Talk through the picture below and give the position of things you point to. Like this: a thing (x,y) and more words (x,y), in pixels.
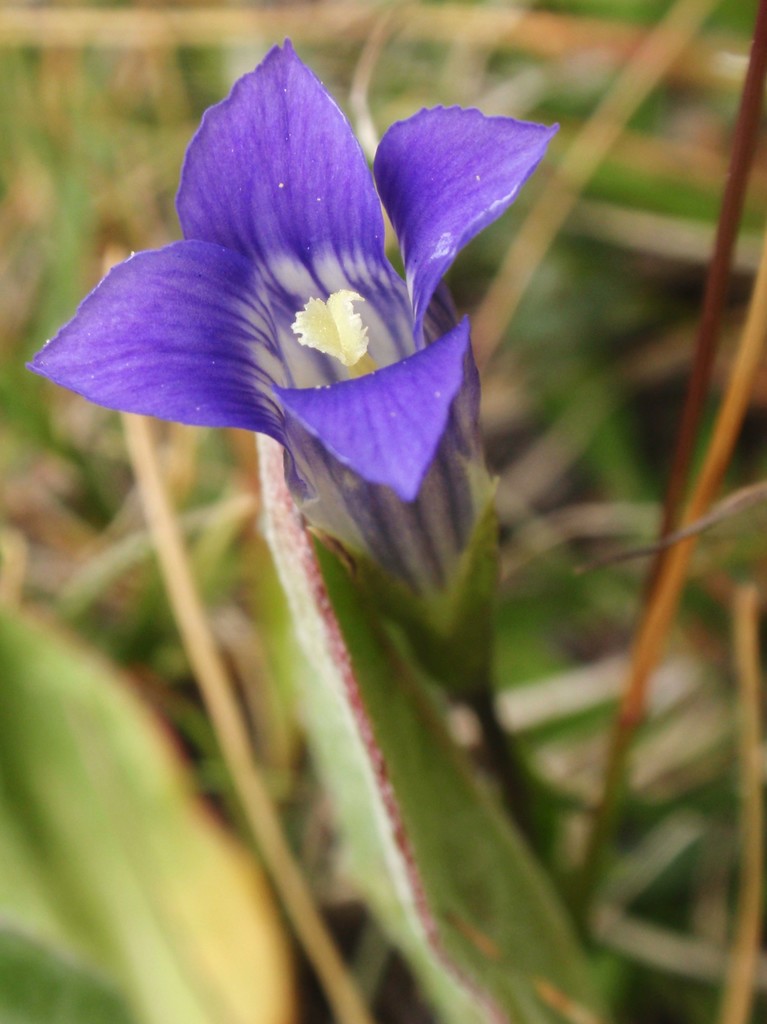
In this image, we can see a purple flower (297,128) and there is a blur background (766,232).
